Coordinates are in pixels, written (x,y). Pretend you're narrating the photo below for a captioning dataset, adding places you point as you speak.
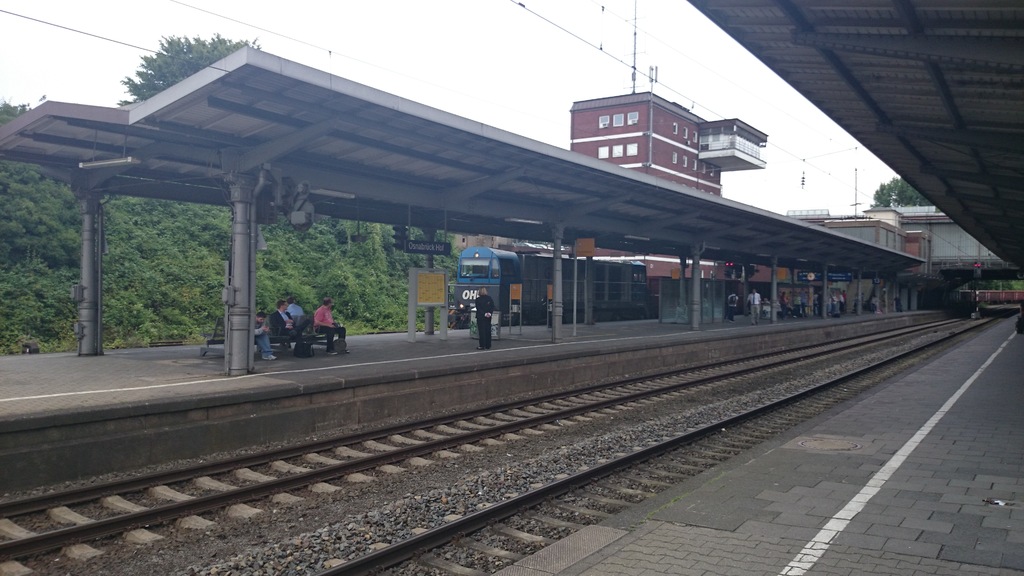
In this picture we can see railway tracks (529,497), beside these railway tracks (539,484) we can see platforms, where we can see people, train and in the background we can see buildings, trees (15,205) and the sky (679,14).
